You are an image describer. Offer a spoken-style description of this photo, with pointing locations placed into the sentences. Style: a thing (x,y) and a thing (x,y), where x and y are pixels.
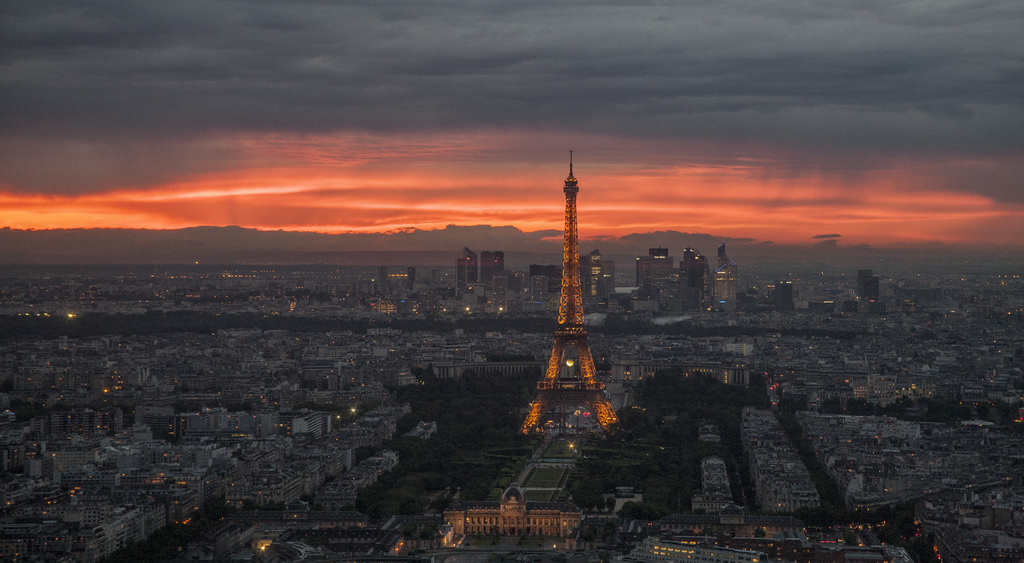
In this picture we can see an Eiffel tower (568,274). There are many buildings (518,286) and a few lights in the background (819,365).
